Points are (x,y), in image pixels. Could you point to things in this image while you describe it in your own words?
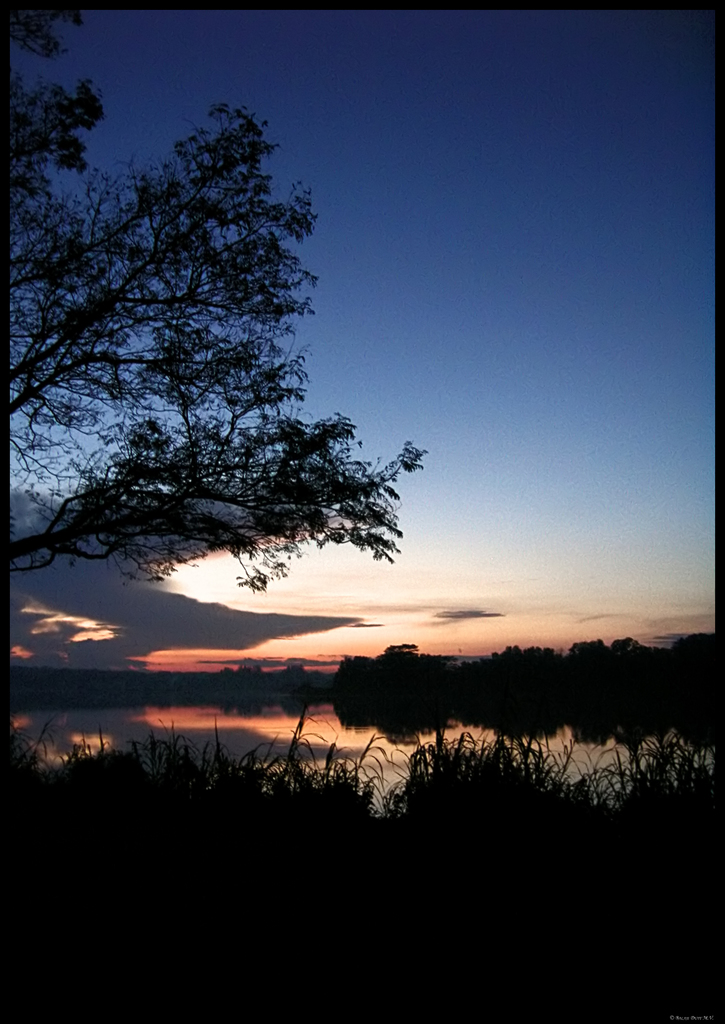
This image is taken outdoors. At the top of the image (398,107) there is the sky (289,618) with clouds (258,629). In the middle of the image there is a pond (189,741) with water (283,728). On the left side of the image (72,279) there is a tree (102,319) with leaves (184,468), stems (159,509) and branches (107,299). At the bottom of the image (155,778) there are a few plants (434,789). On the right side of the image (600,639) there are a few trees (402,663).
